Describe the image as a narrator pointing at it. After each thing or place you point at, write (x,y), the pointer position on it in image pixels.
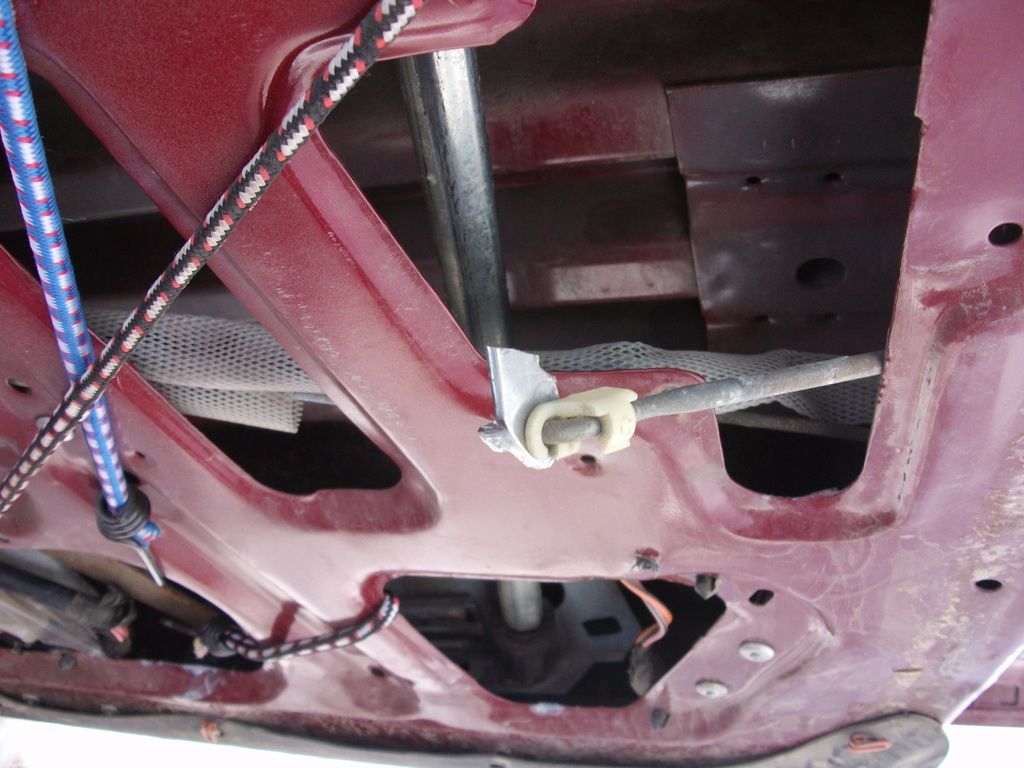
In this image I can see it looks like a bonnet (646,315).
